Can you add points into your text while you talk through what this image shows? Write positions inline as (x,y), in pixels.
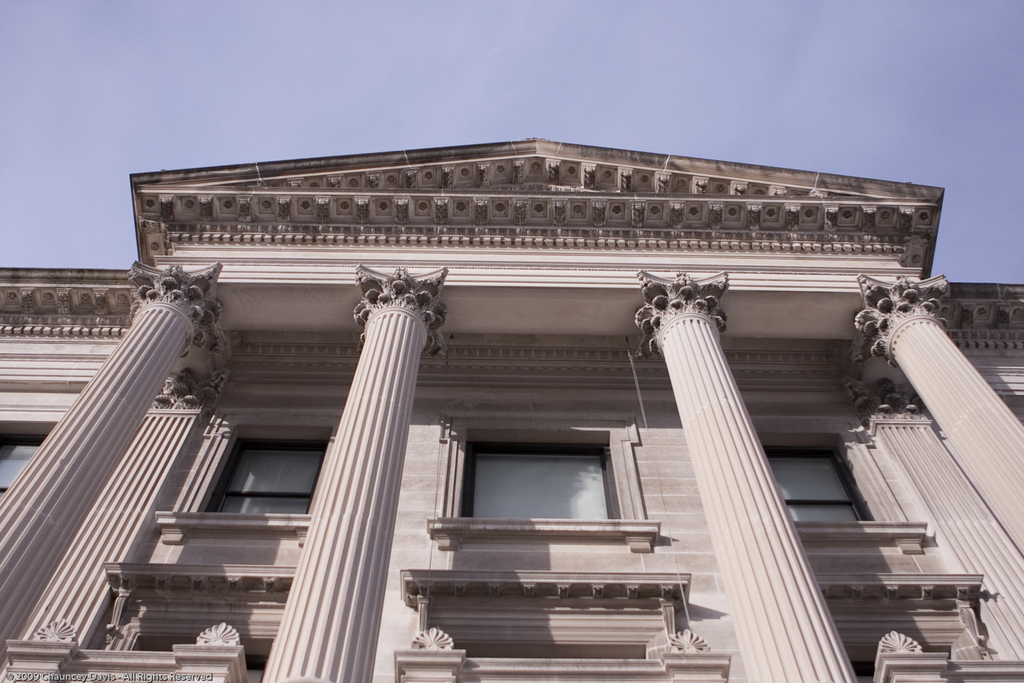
In the image there is a building (533,568) and in front of the building (633,552) there are pillars (132,434).
